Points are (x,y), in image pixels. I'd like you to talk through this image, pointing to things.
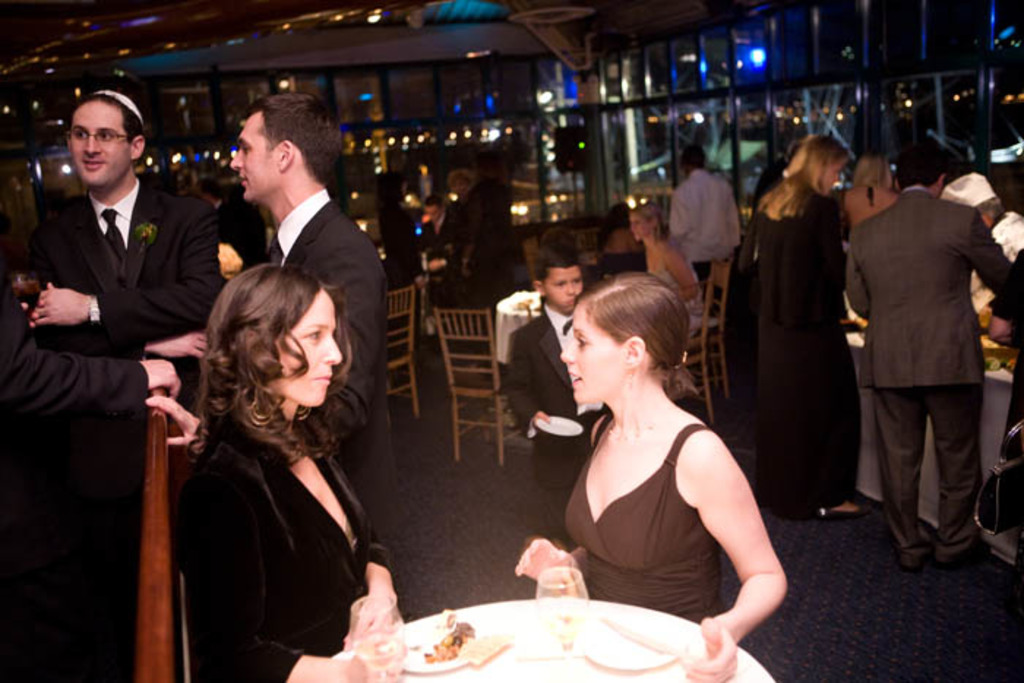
It is a party that is taking place in a restaurant (406,547) there are a lot of people (905,247) sitting around the tables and having food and some of the people (453,267) are standing and discussing, the party is in the night time so the restaurant (347,64) is very colorful with bright lights (175,157).
